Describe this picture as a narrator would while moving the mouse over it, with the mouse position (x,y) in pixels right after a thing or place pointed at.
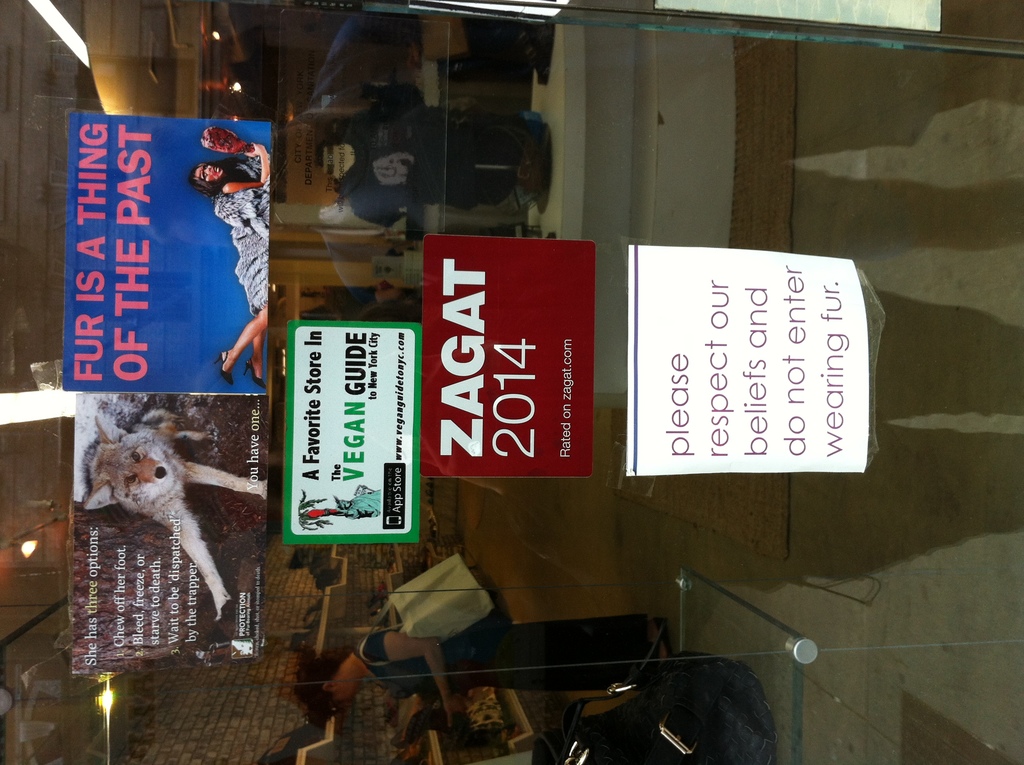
In this image we can see glass door (273,398) on which there are some posters (168,454) are pasted and in the background of the image (470,661) there is a person (441,673) standing carrying handbag (576,711) there is table (579,169) which is of white color.
